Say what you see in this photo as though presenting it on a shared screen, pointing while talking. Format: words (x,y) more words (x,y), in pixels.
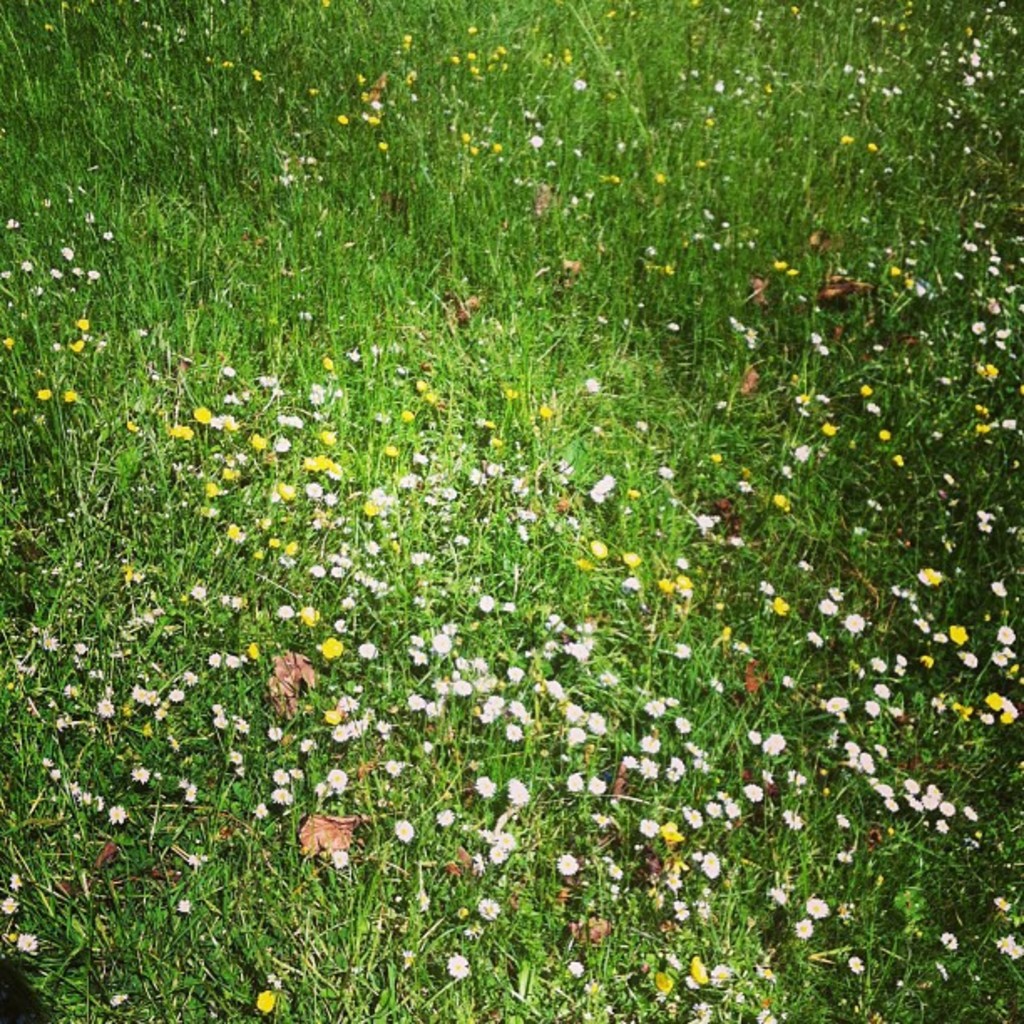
In this image at the bottom (867,809) there is grass (869,743) and some flowers (869,771) and dry leaves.
